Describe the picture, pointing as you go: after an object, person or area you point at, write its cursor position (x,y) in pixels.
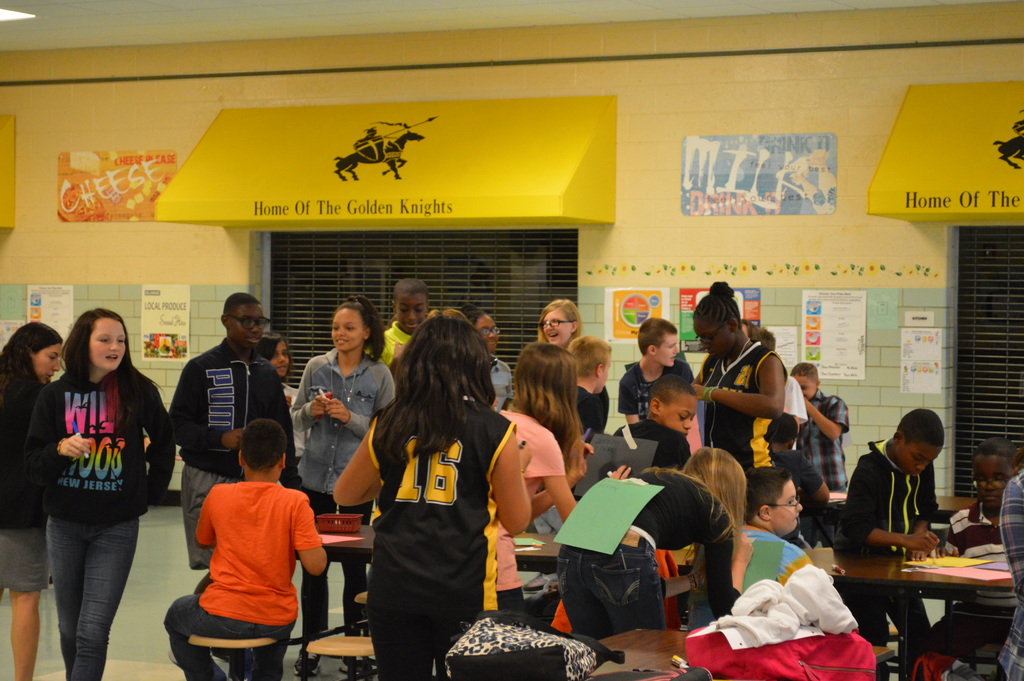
Here we can see people (712,545). Few are sitting. On these tables (339,545) there are papers (983,568) and object (356,525). Posters (932,334) are on the wall (97,247). These are grills (973,361).
